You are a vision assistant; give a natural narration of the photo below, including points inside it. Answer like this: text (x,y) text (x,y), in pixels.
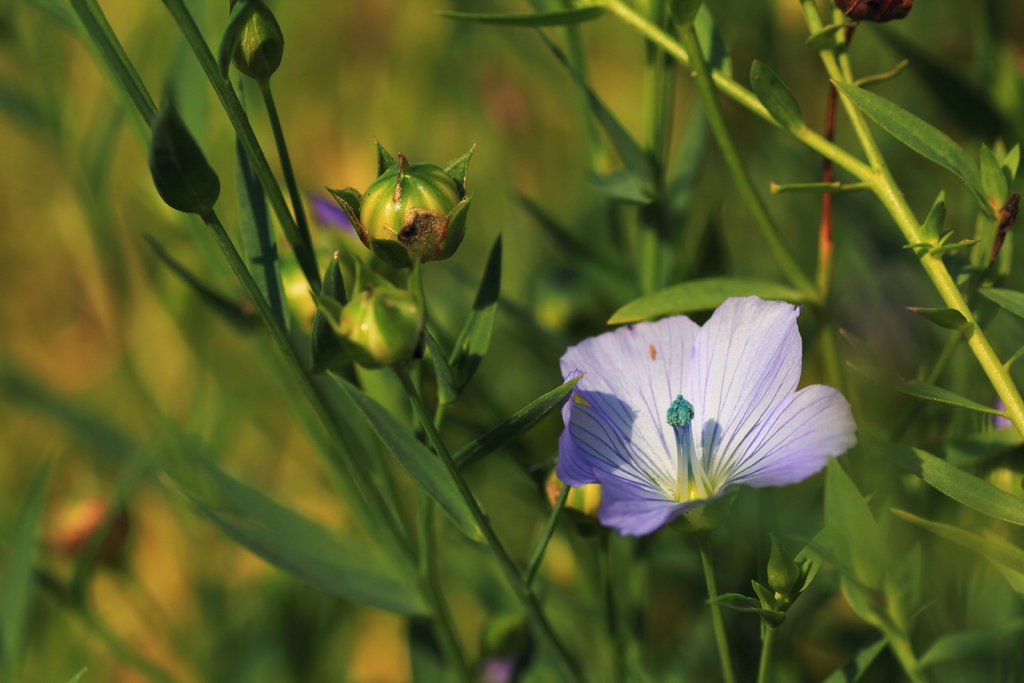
In this image I can see a flower (690,426) and the plants (954,475).
